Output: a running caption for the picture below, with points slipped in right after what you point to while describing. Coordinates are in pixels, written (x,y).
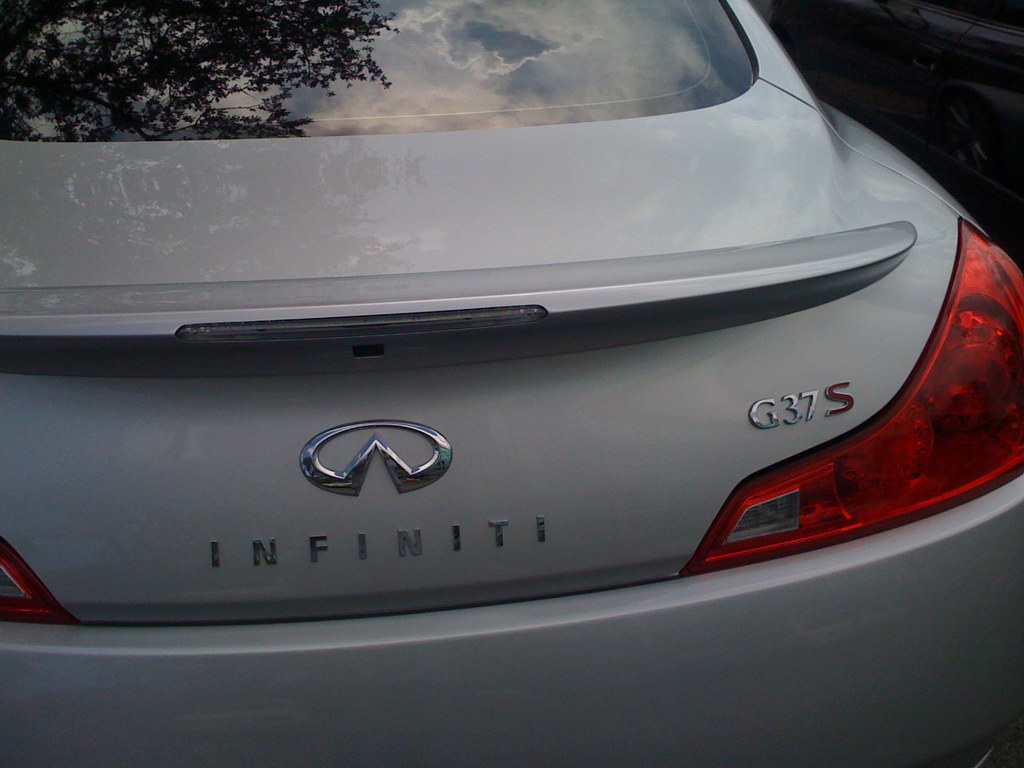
In the center of the image (493,273) we can see white colored car (442,397).
